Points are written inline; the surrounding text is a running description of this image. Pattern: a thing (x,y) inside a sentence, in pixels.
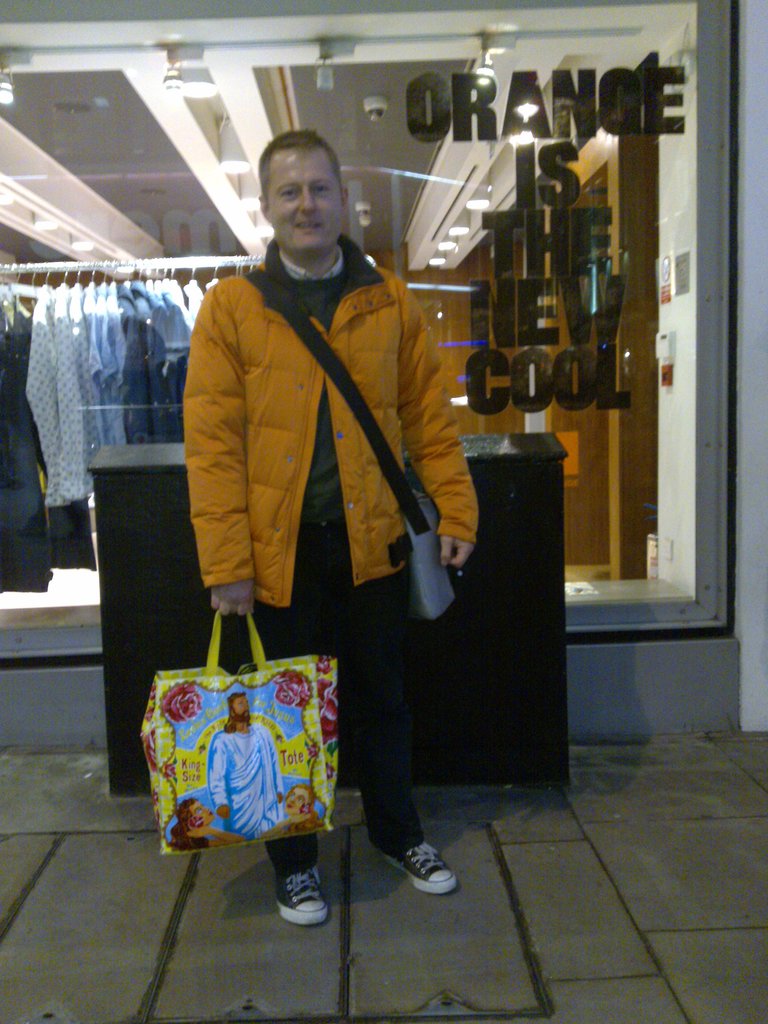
In this image i can see a person (256,440) standing in front of a shop (183,291) and there are some clothes (85,329) kept on the hanger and there is some text (533,229) written on the glass (593,337) of the window (606,407) and the person (258,452) holding a carry bag (217,730) on his hand (214,611).
